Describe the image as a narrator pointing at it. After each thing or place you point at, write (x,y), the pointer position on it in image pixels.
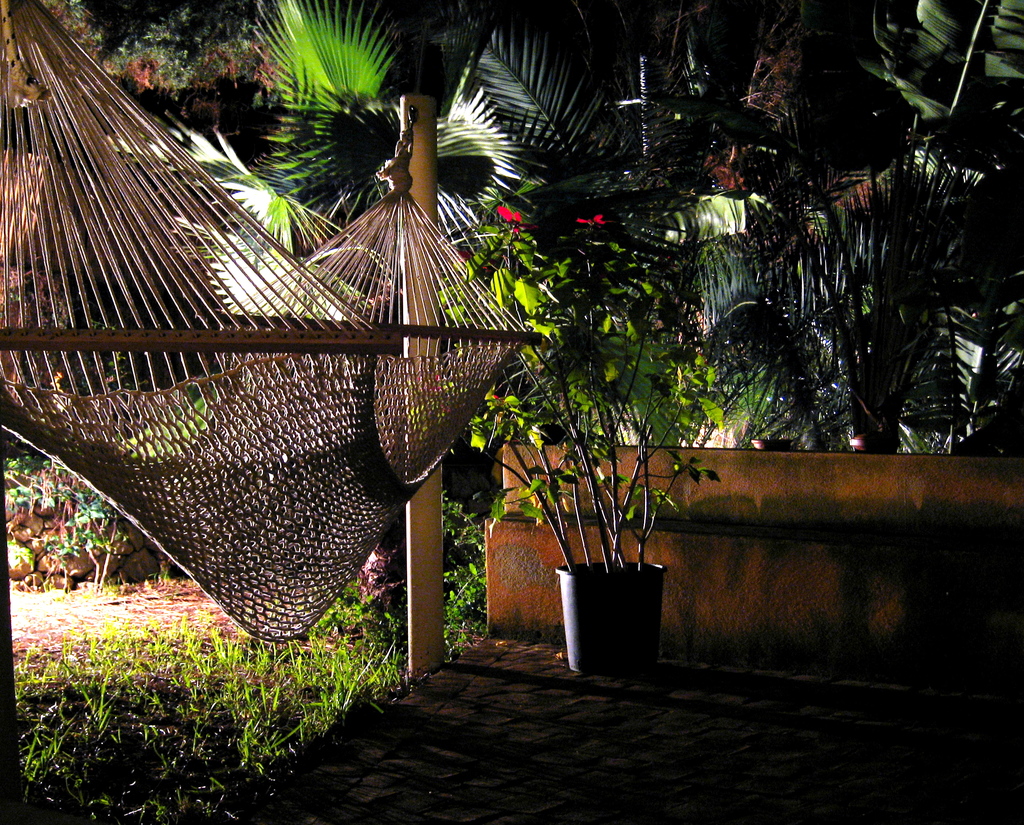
This image is clicked outside. There are trees (764,298) and flower pots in the middle (640,324). There are flowers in the middle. There is grass (267,749) at the bottom (192,780).
